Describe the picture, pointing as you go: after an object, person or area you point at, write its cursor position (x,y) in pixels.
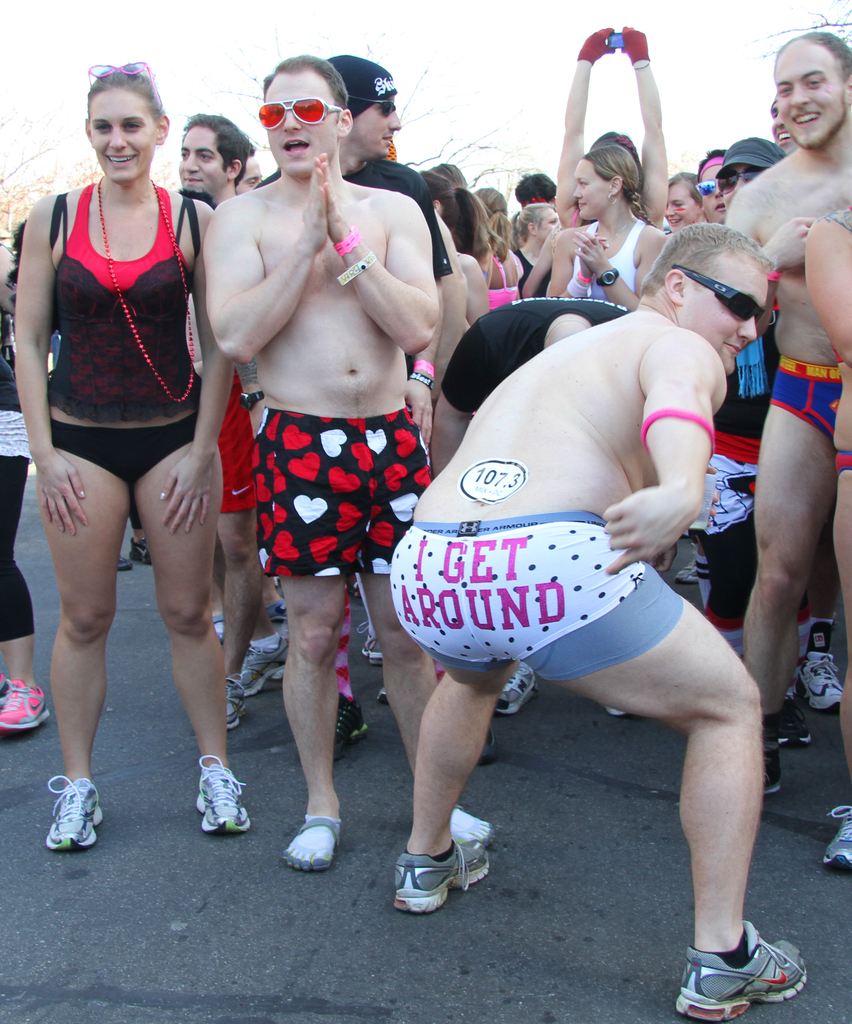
In this image, we can see people (452,431) wearing clothes (757,379). At the top of the image (455,18), we can see the sky (342,22).
